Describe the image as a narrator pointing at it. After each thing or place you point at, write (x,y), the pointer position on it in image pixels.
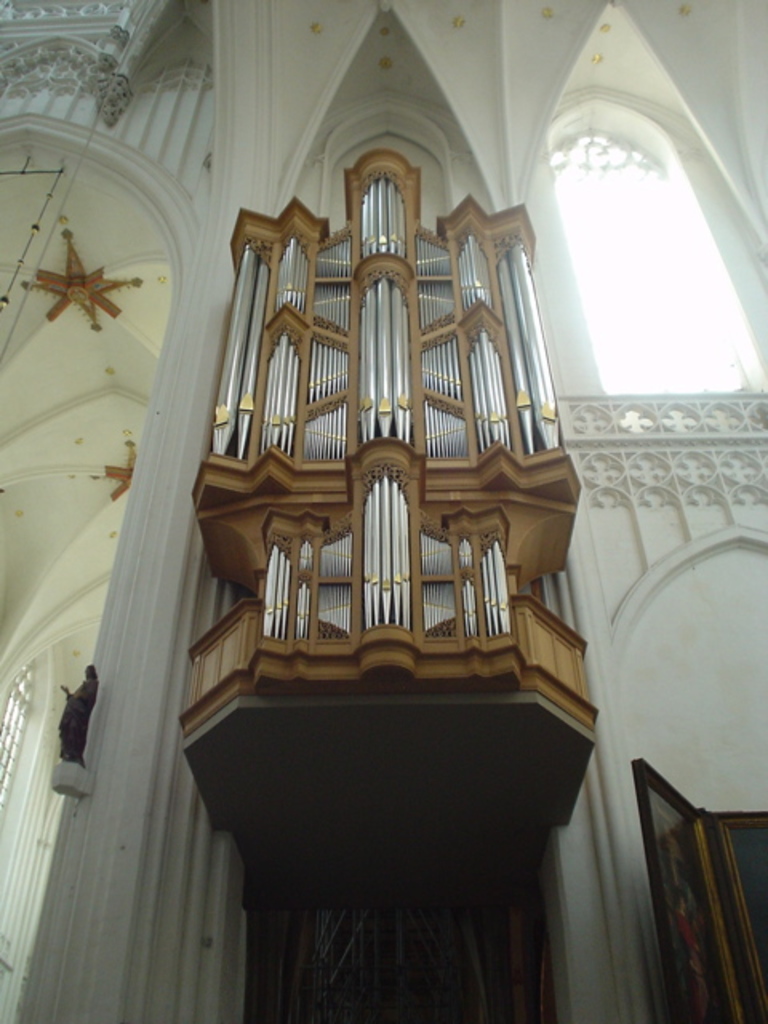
This is an inner view of an image where we can see the statue (86,741) here.
